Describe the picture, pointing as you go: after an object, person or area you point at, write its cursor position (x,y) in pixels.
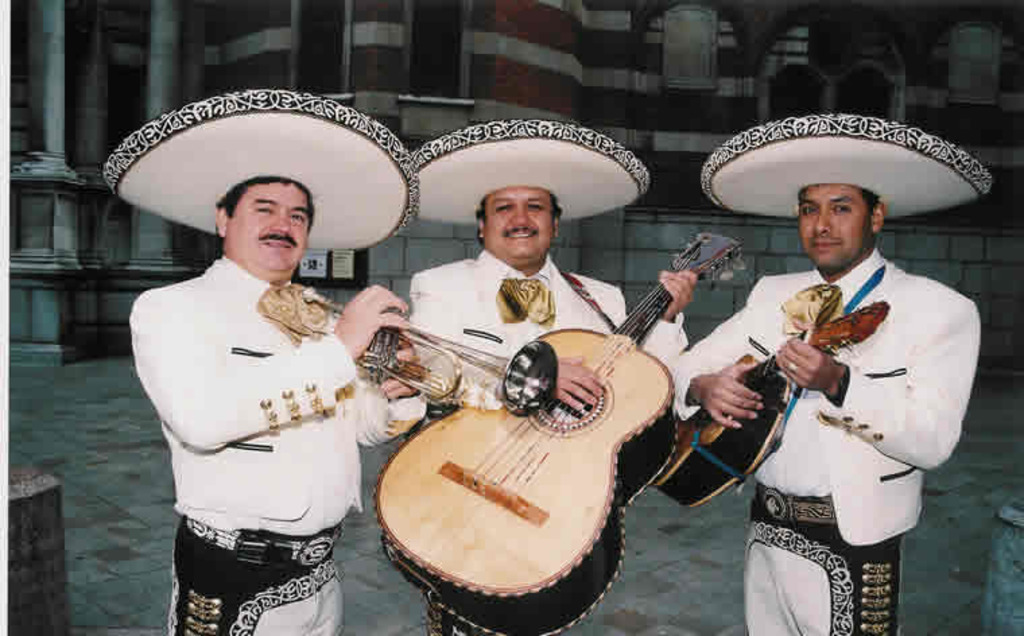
In this image I can see three people (565,302) and these three people (701,363) are holding the musical instruments (560,421). In the background (431,39) there is a building (869,96).
